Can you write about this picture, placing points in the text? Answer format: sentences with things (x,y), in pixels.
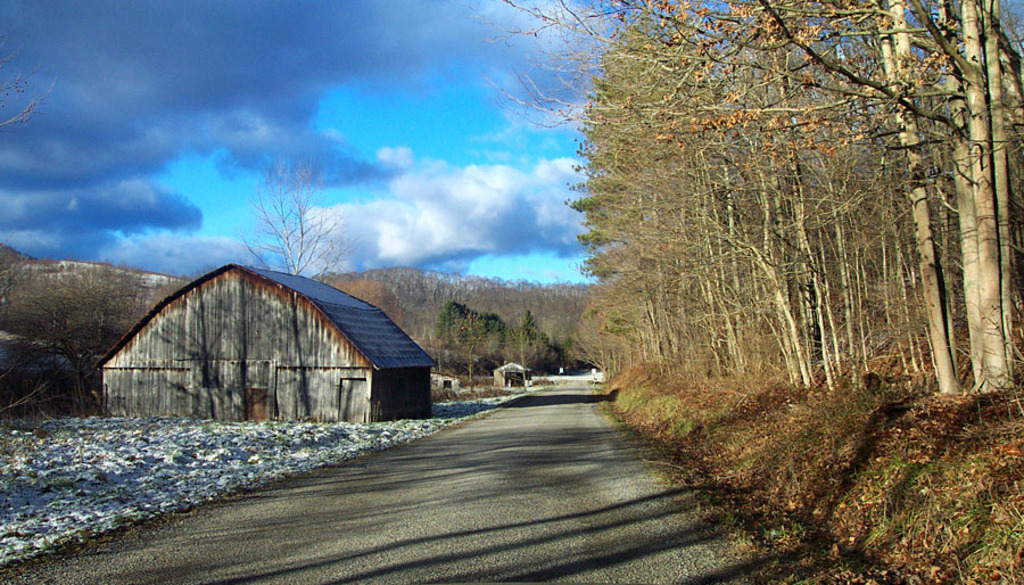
In this picture there are houses (199,367) and there are trees (714,347). At the back (44,277) there is a mountain (78,261). At the top (366,96) there is sky (375,135) and there are clouds (325,183). At the bottom (509,459) there is a road (508,548) and there are dried leaves (843,510) and there might be snow (154,475).
